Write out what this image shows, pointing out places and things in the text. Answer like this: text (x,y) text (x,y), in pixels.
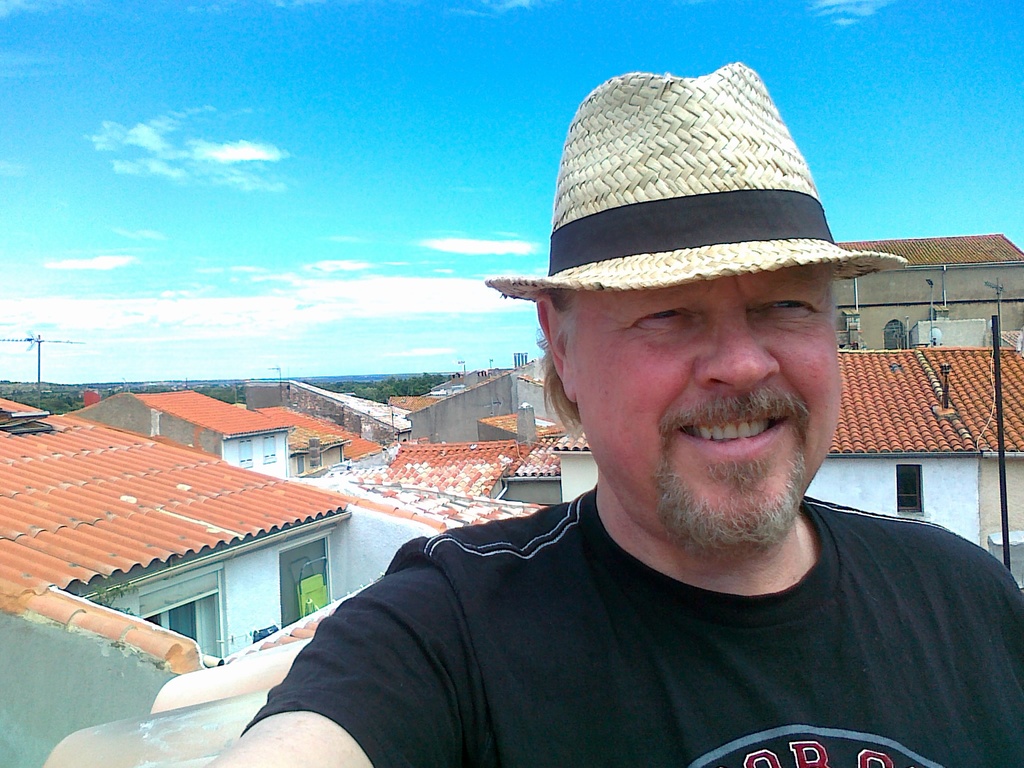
In this picture we can see a man (659,448), he wore a cap (651,279) and he is smiling, behind to him we can find few poles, houses (477,377) and trees (390,387).
